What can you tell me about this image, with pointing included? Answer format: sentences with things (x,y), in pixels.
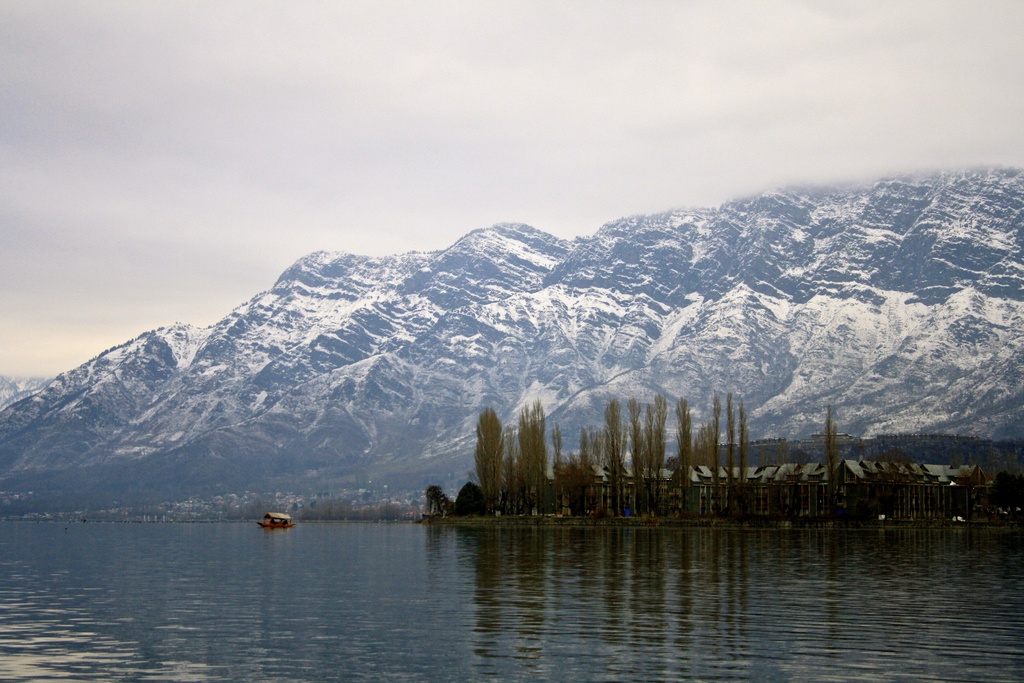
In this picture we can see a boat (269,520) on the water (416,627), trees (515,472), sheds (778,464), mountains (128,345) and some objects (211,506) and in the background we can see the sky (334,153).
